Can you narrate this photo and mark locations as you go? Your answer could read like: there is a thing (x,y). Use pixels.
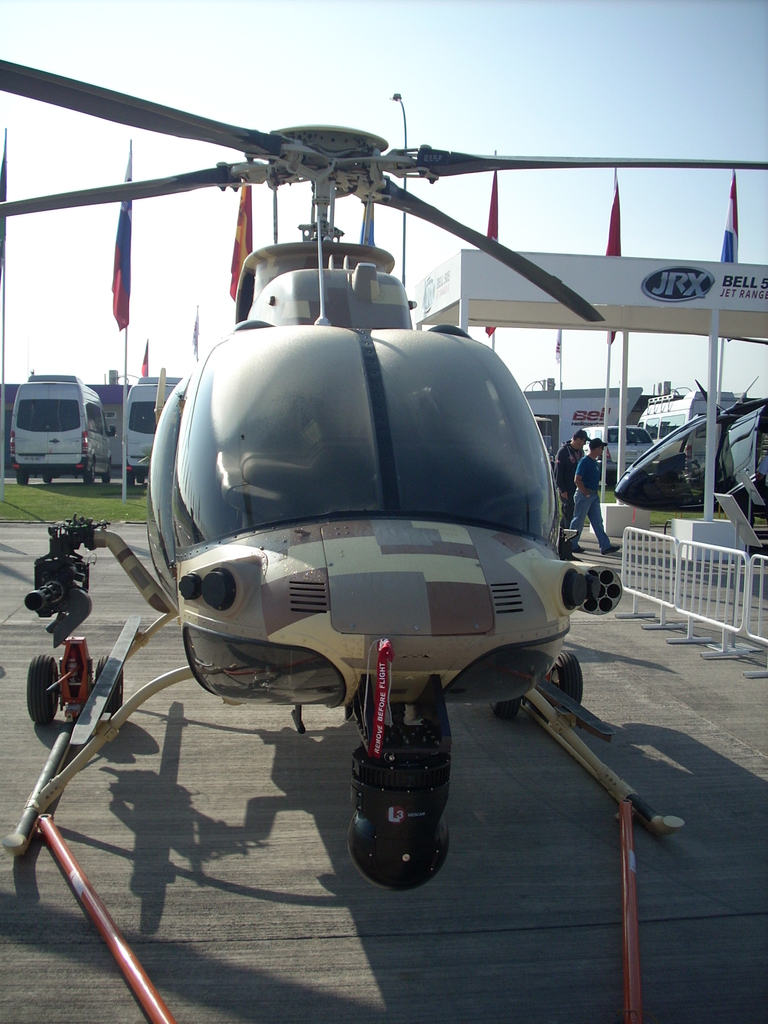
This image consists of a helicopter (534,473). There vans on the left side (24,400). There is sky (294,119) at the top (15,169). There are two persons (581,455) walking on the right side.
